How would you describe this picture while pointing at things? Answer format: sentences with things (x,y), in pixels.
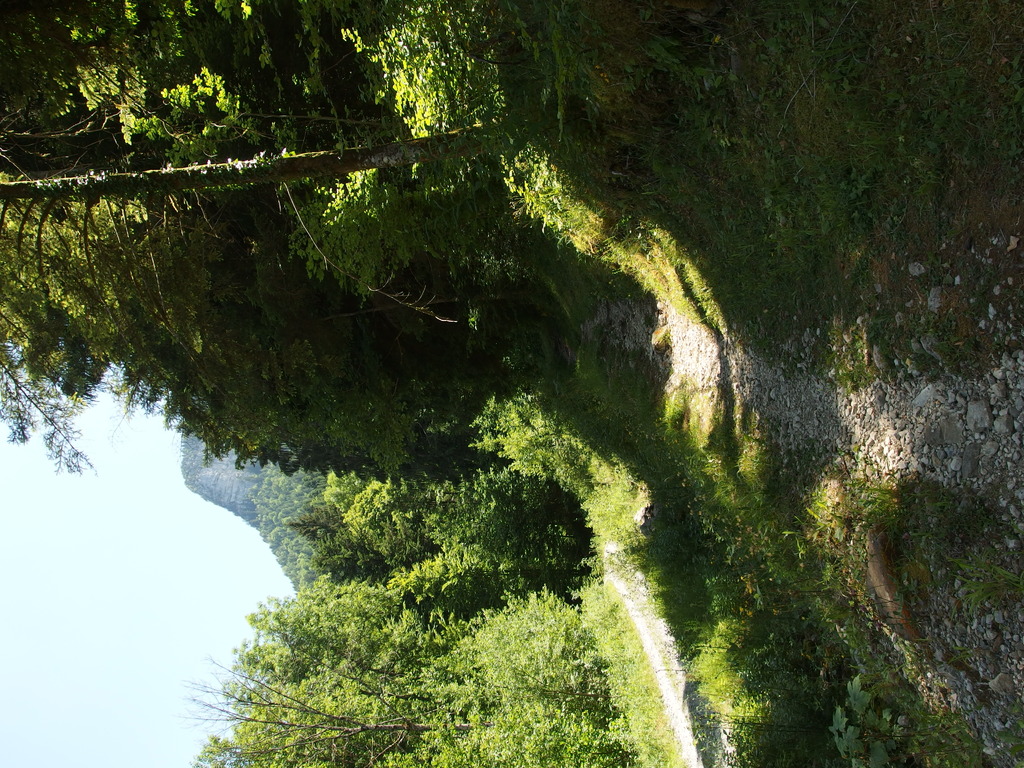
In this image there is a sky (201,628), there are plants (710,540), there are trees (374,747), there is grass (830,311), there are stones (980,409).
